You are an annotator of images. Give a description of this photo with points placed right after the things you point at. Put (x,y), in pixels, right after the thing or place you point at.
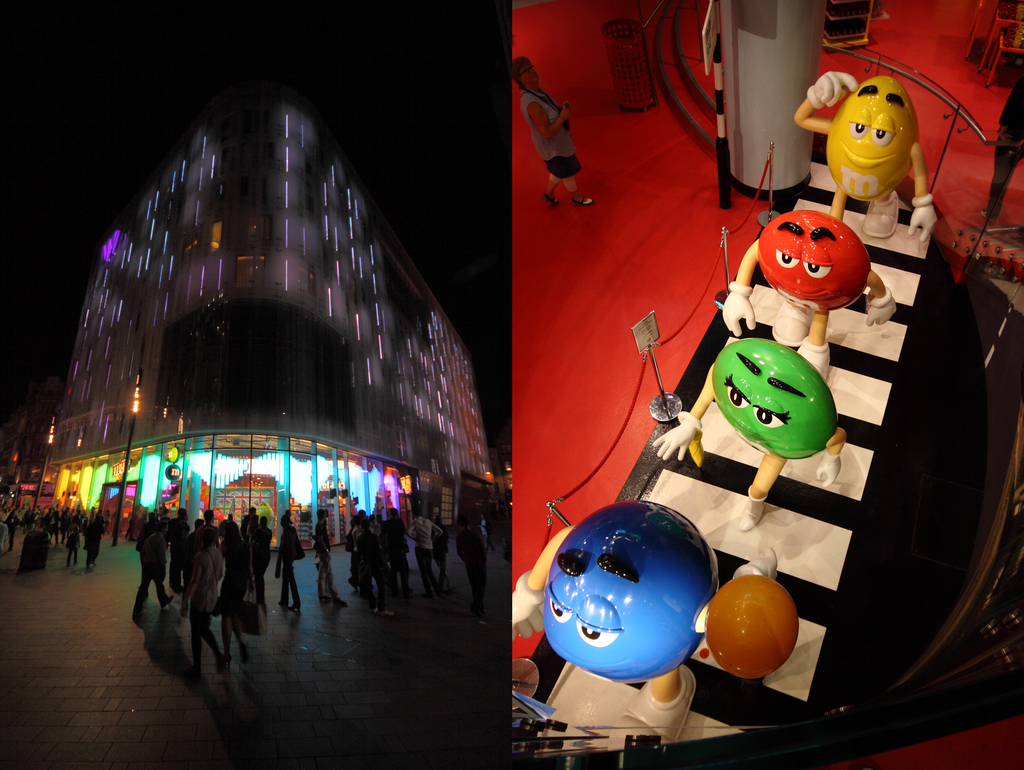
On the left side of the image (310,610) a group of people (390,529) are walking on the street (105,593). There are a building (145,478) and street lights (130,453). On the right side of the image (685,606) we can see a lady (563,174) walking and some objects (647,618) are showcased.
